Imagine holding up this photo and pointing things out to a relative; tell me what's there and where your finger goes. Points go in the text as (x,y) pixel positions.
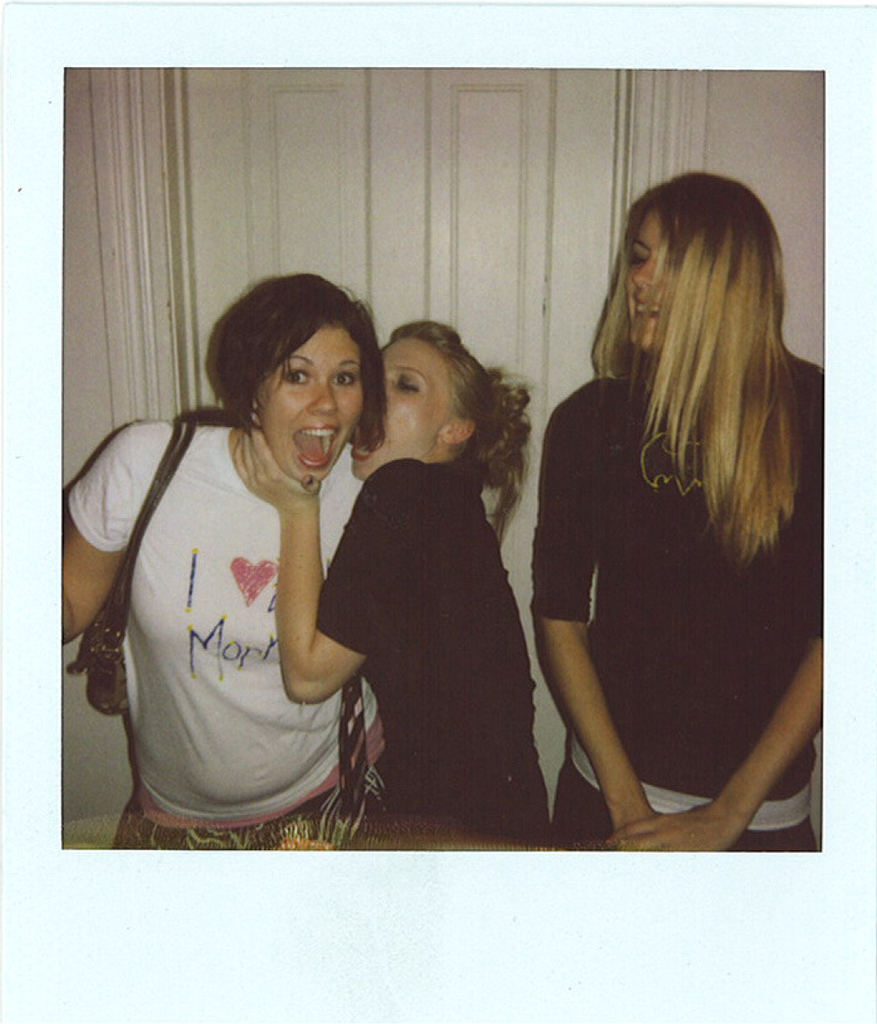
In this image we can see three women (420,683) standing near to the wooden white door (374,124), one white wall (804,246) and one woman (260,615) wearing handbag (100,612).
